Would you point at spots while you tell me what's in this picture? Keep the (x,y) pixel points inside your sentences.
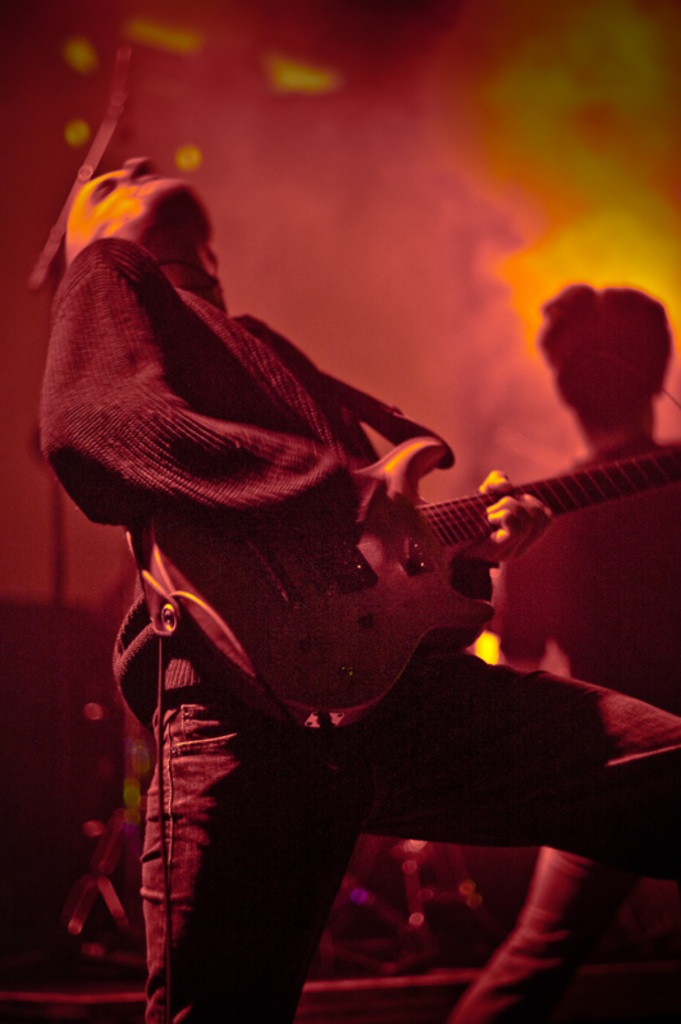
In this image i can see a person (236,450) holding guitar (348,632) in his hands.
